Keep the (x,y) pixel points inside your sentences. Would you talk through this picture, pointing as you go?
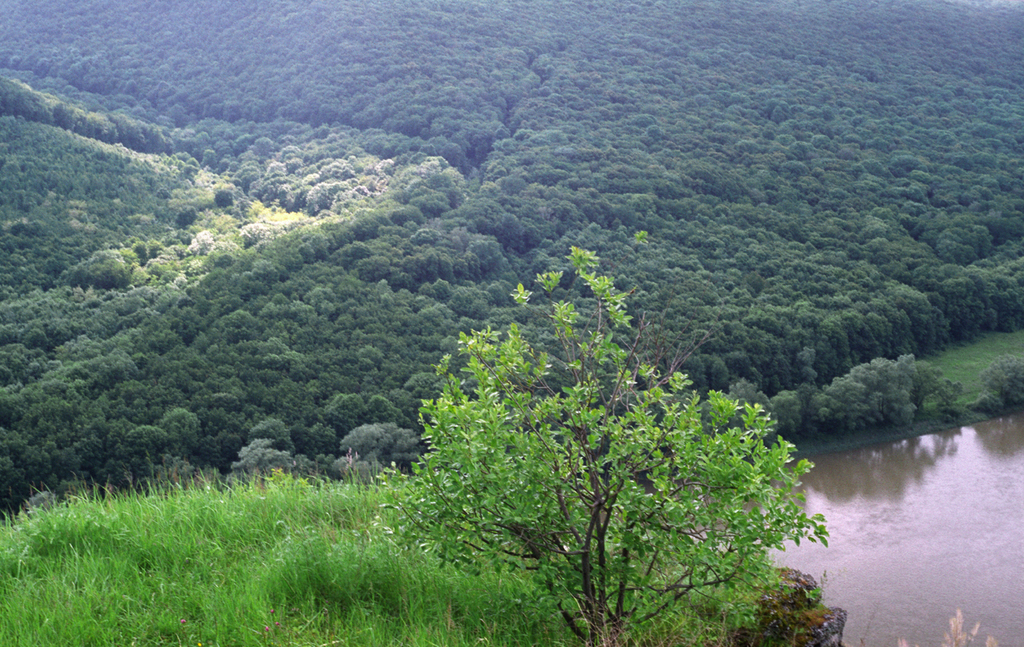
This is an outside view. In the bottom right (939,542) there is a river (904,523). At the bottom (398,576), I can see the grass (336,613) and a plant (617,480). In the background (670,70) there are many trees (481,97).
